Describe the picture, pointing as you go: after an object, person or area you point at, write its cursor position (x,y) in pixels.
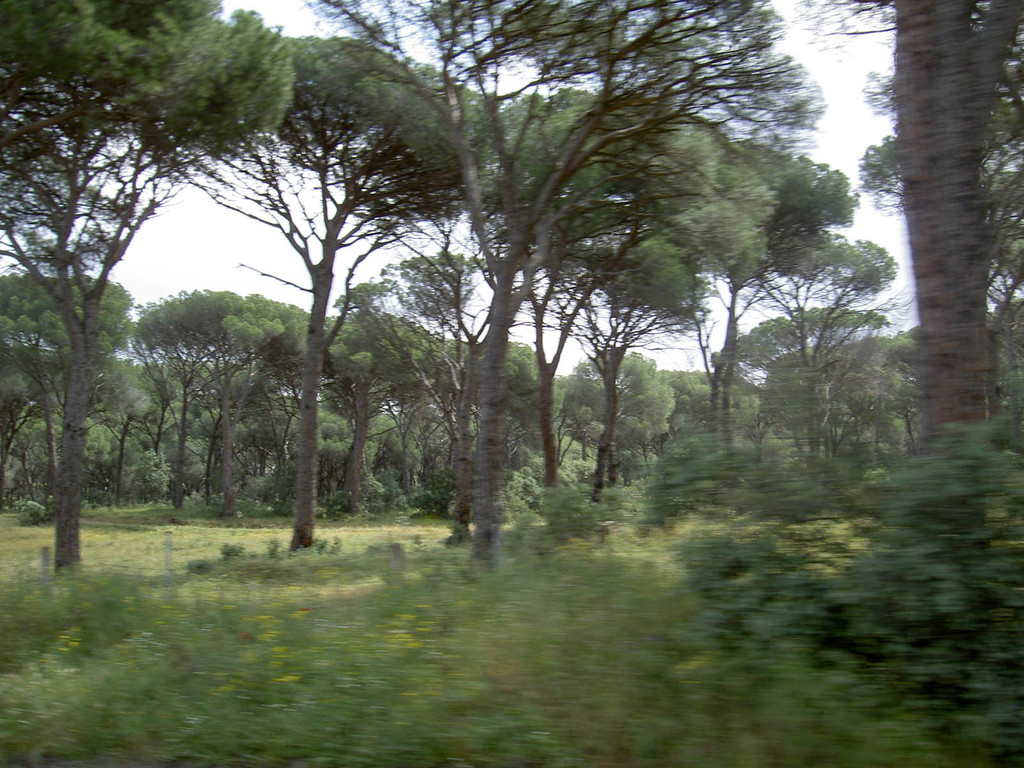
There are plants (965,618), trees (675,422) and grass (330,534) on the ground (364,552). In the background (228,211), there are clouds (229,227) in the sky (840,144).
